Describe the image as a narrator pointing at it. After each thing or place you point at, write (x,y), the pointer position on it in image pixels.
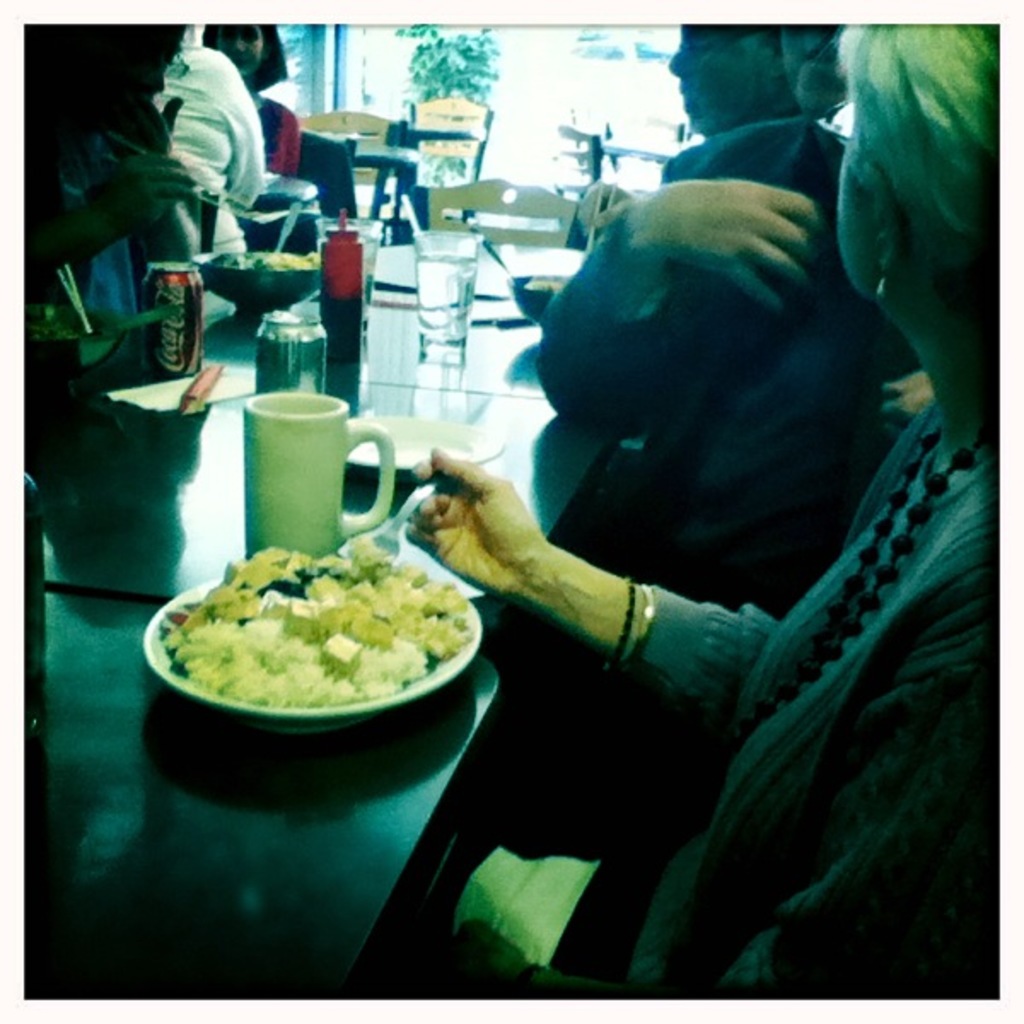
In this image I see few people (71,46) who are sitting on chairs (273,235) and I see tables (121,541) over here on which there are glasses (374,251), a can (272,342), a bottle (338,327), a cup (315,415) and I see plate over here on which there is food (309,567) and I see 2 bowls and I see that this woman (465,519) is holding a fork (399,526) in her hand (441,532). In the background (451,43) I see the chairs (439,195) and I see the leaves (439,37) over here.
